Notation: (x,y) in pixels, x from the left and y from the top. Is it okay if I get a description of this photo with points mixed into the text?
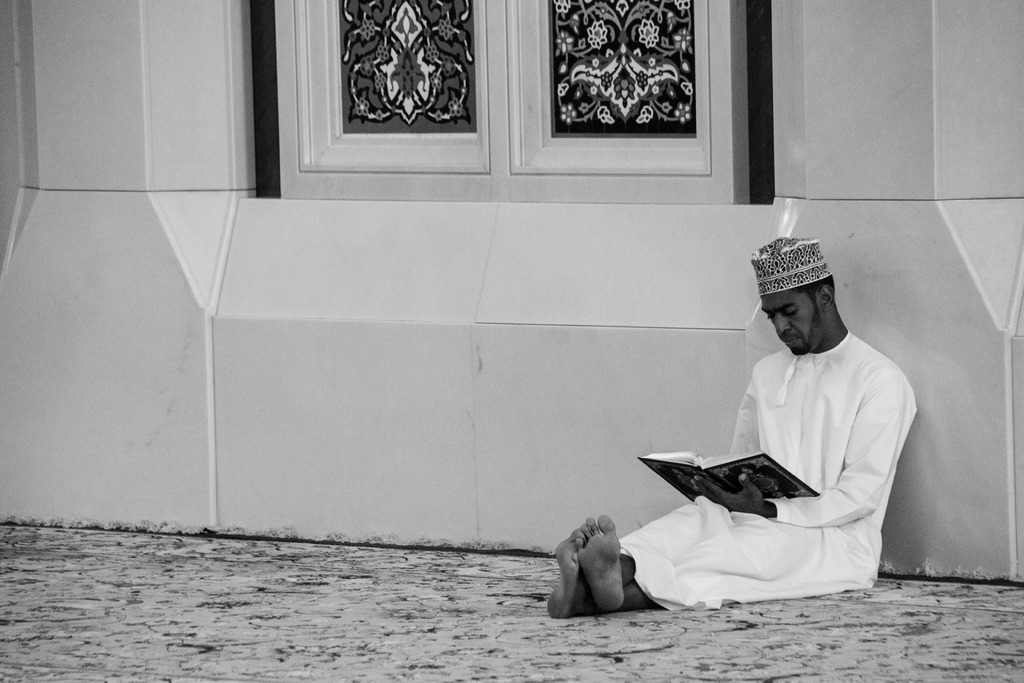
This image consists of a man (834,515) wearing a white dress (829,500) and sitting on the floor (797,602). He is reading a book (787,493). In the background (552,270), we can see a wall (323,236) along with a window (584,190). At the bottom (293,626), there is a floor (293,626).
